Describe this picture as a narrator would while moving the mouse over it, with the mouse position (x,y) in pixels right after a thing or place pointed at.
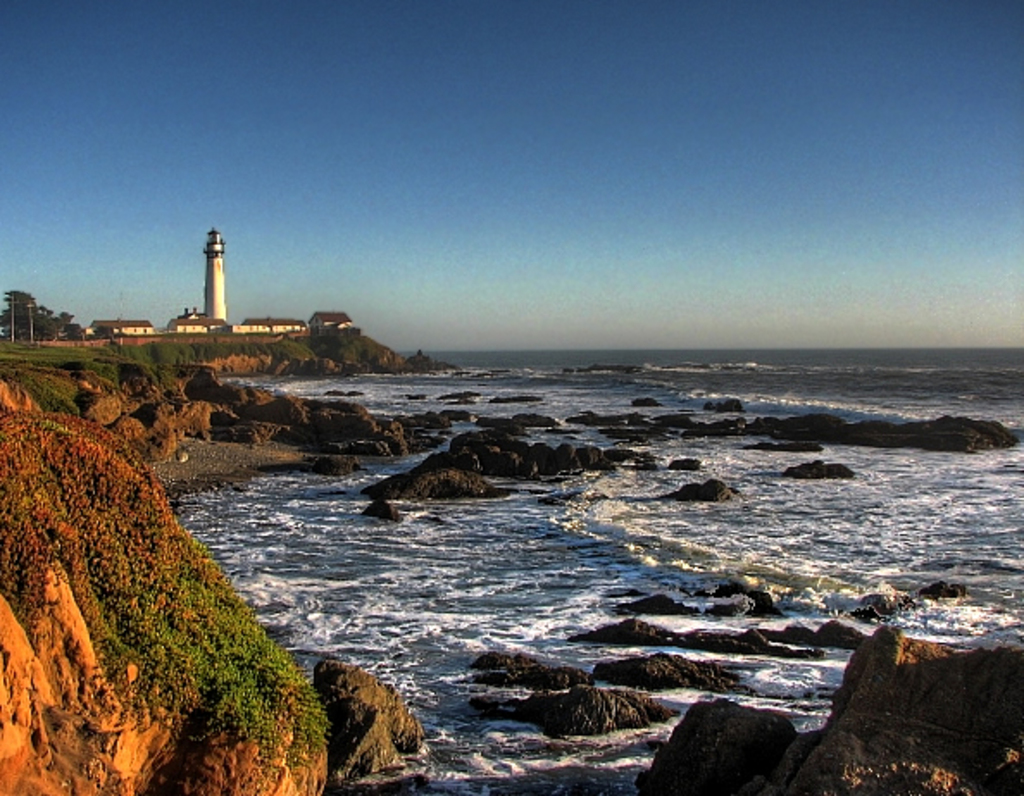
In the foreground of this image (136,583), on the left (121,616) there is a rock (116,708) and the water (315,550). In the background (864,431), there are rocks (757,425), water (719,378), a lighthouse (221,292), few buildings (199,324), trees (49,331), poles (13,327) and the sky (599,159).
